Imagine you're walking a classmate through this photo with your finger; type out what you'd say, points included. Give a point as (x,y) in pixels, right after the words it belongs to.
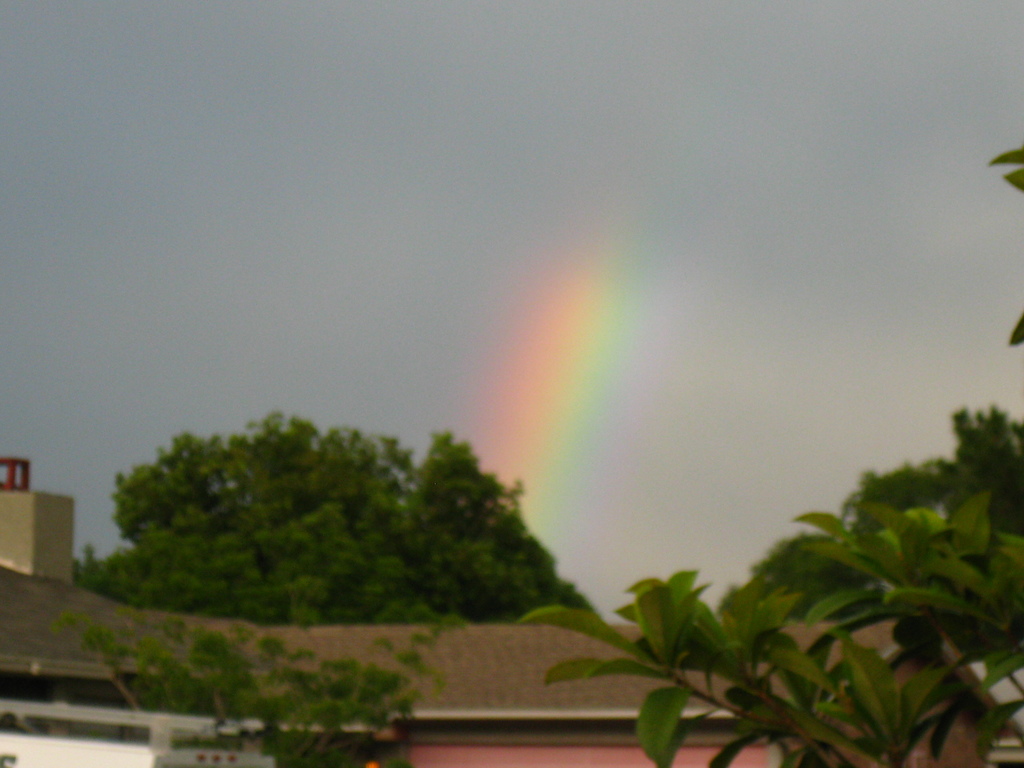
Here there are trees (944,628), this is house (435,658) and a sky (554,236).
